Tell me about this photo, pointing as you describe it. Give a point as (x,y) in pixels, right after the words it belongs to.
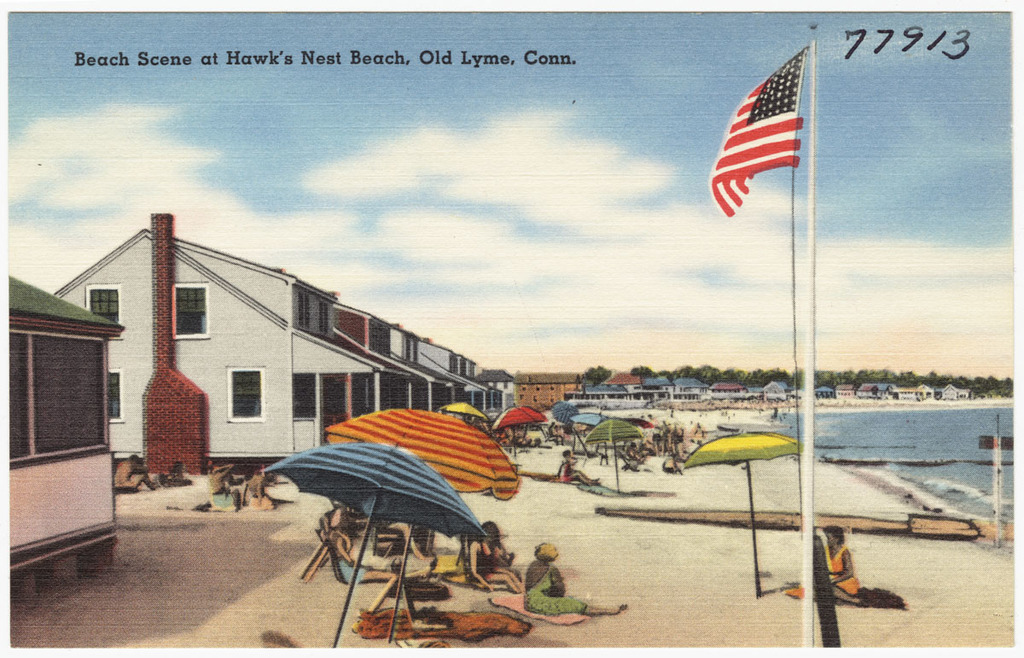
In this picture we can see persons (665,433), umbrellas (751,496), houses (76,358), flagpole (806,376), trees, and water (970,444). In the background (625,168) there is sky (523,206) with clouds (545,254).
